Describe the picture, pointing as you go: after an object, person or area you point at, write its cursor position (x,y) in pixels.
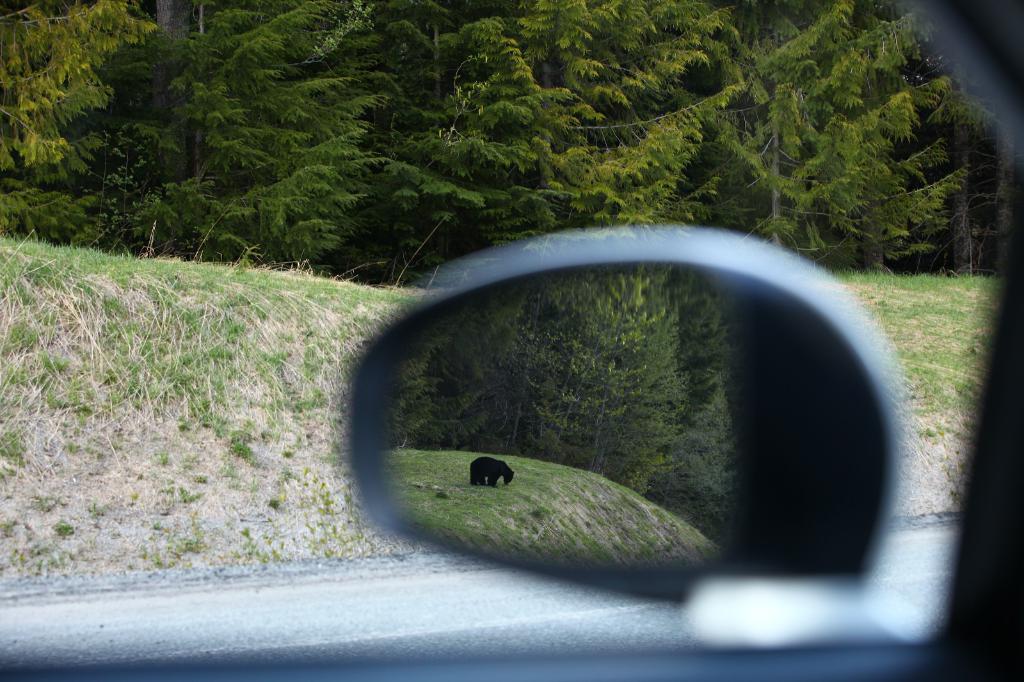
In the center of the image (656,415) we can see a mirror (572,366). In the mirror (548,360) we can see the reflection (610,433) of the trees (604,420), grass (579,471) and animal (475,479). In the background of the image (383,542) we can see the trees (35,4), grass (296,549), road (345,615) and a vehicle (978,631).
